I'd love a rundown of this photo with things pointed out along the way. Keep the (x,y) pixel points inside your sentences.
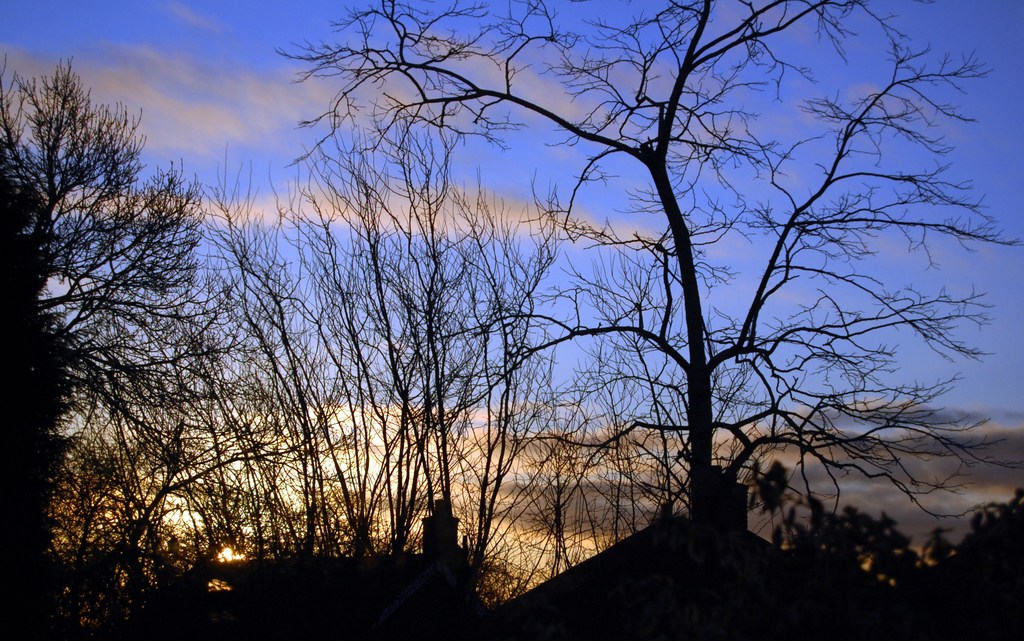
In this image we can see few houses (674,617). There are many trees (560,337) in the image. We can see the clouds (210,124) in the sky (511,303).
